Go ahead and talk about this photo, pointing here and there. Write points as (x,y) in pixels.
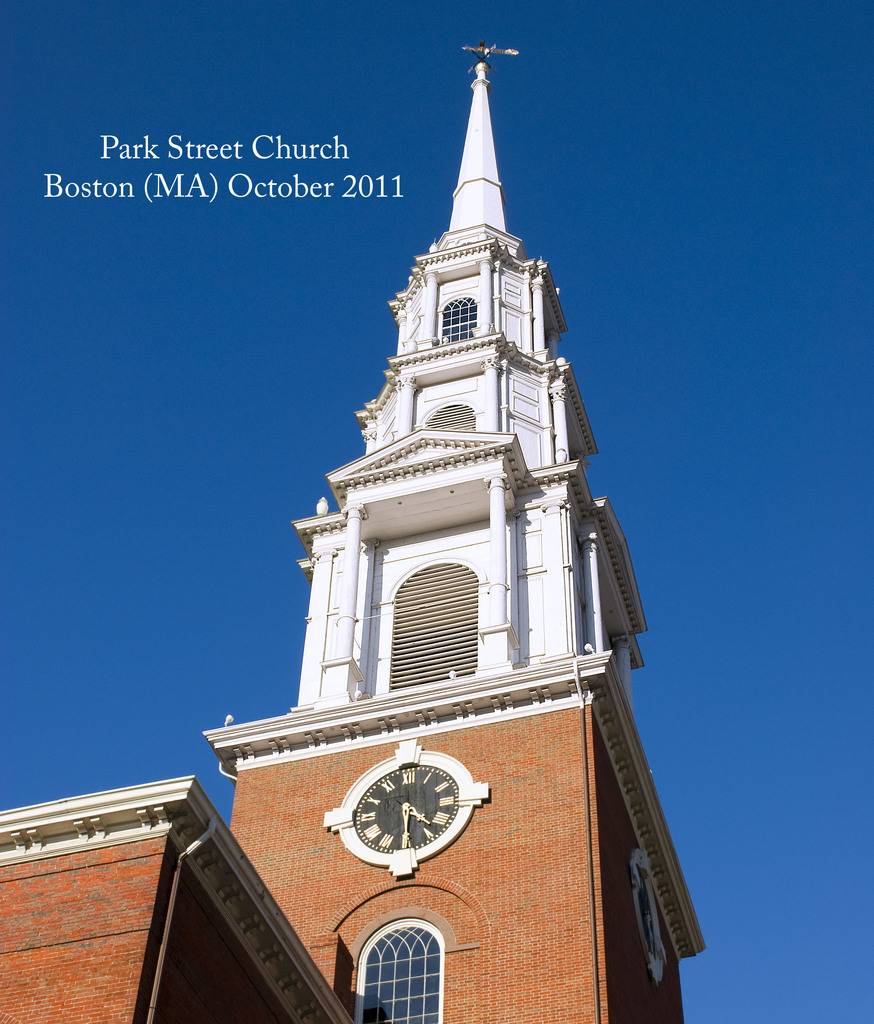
In this image we can see a building (477,861), clock (418,828) to the wall (513,820) and sky (221,515) in the background (696,579).
